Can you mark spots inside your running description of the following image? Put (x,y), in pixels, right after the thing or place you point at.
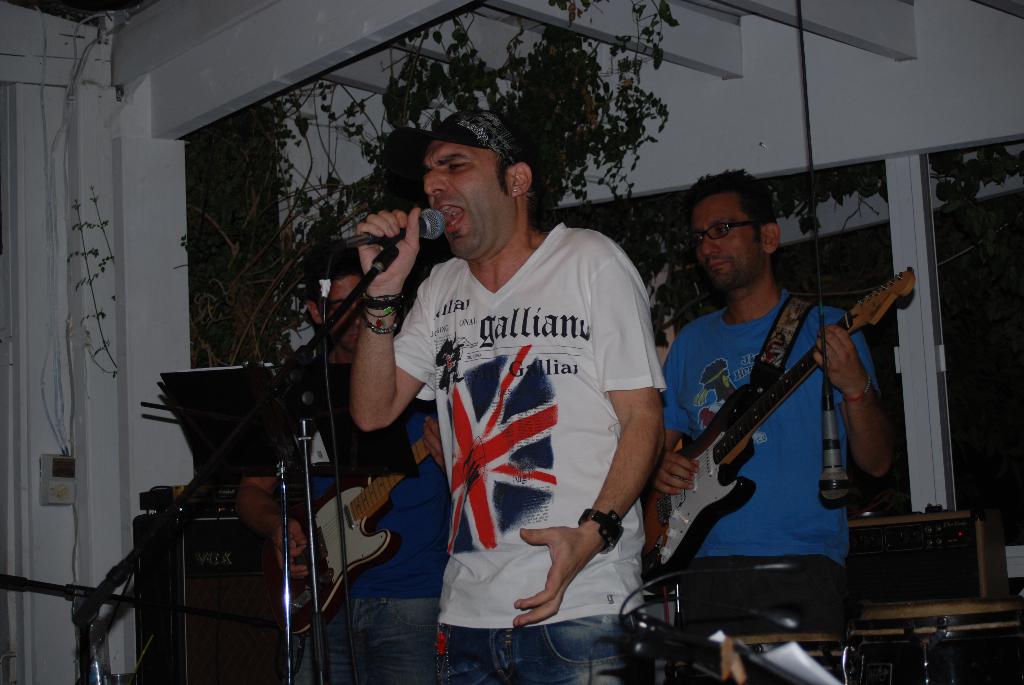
In the middle of the image (518,325) a man (449,325) is standing and holding microphone (428,229) and singing. Behind him two persons (385,564) are playing guitar (862,317). Top of the image (1003,99) there is a wall (997,65) and there are some plants (391,86).
